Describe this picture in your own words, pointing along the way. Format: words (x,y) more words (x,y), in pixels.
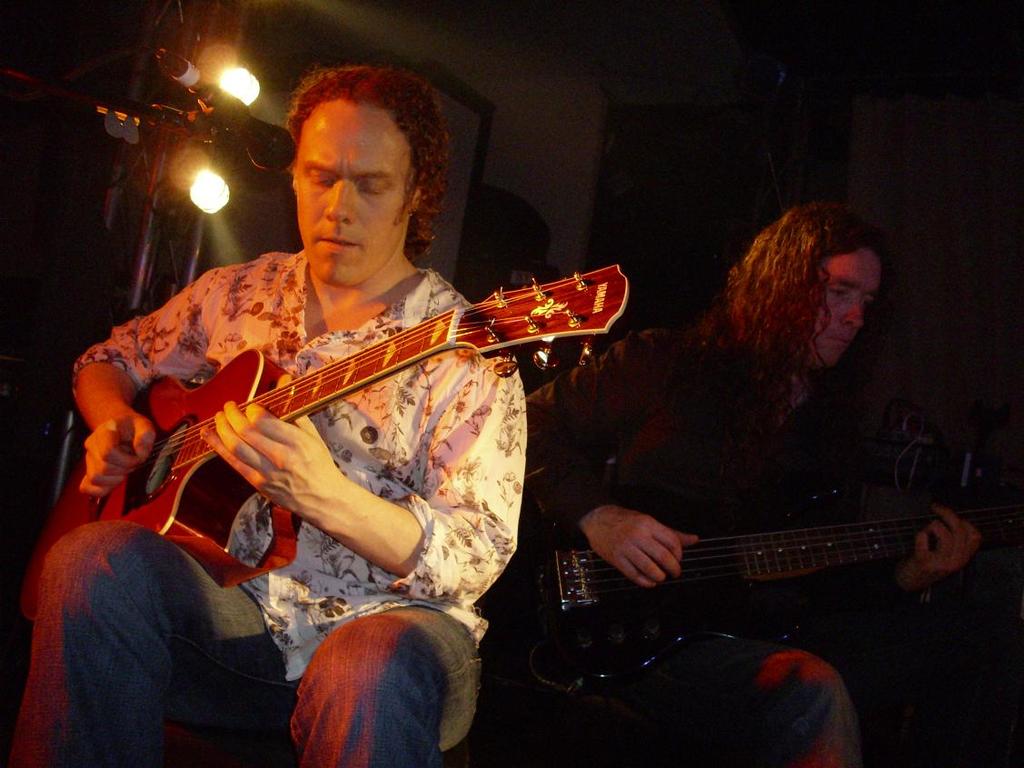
There are two person (404,460) sitting on the chair (221,744) and playing a guitar (181,482). At the back side (221,117) there is a light (212,185).
